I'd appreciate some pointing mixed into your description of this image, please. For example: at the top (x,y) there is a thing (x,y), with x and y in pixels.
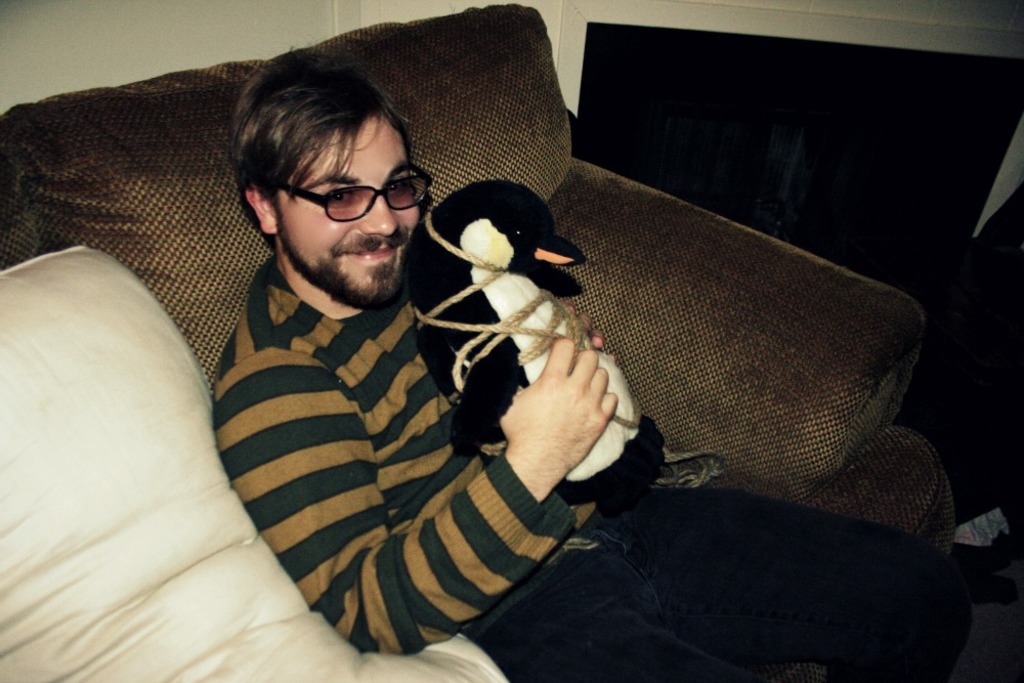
In this image there is a man (415,333) sitting, he is holding a toy (466,339), there is a pillow (115,466) towards the left of the image (78,371), there is a couch (184,266), there is an object (1012,370) towards the right of the image (697,26), there is the wall (25,57) towards the top of the image (357,25).
